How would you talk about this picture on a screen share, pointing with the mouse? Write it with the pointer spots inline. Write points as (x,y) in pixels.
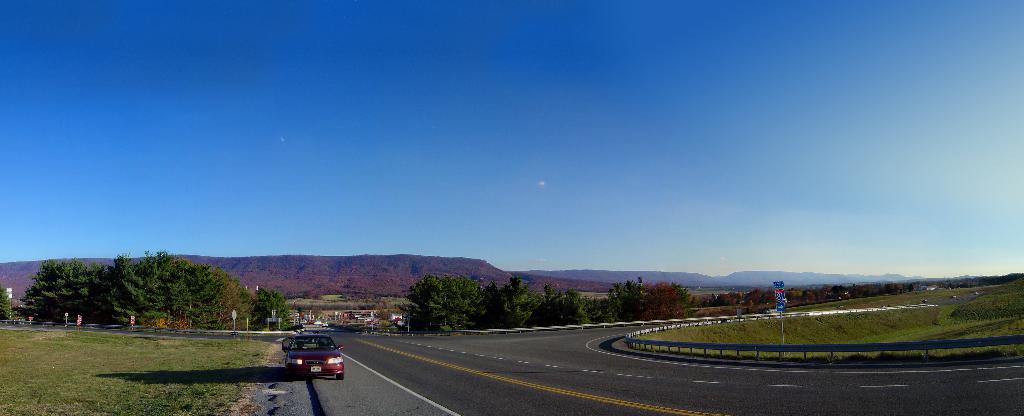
In this image we can see the sky (573,133). There are few vehicles (326,360) in the image. There are few boards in the image. There are many trees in the image. There is a grassy land (950,327) in the image. There are few road safety barriers (762,349) in the image. There are few hills (533,290) in the image.
